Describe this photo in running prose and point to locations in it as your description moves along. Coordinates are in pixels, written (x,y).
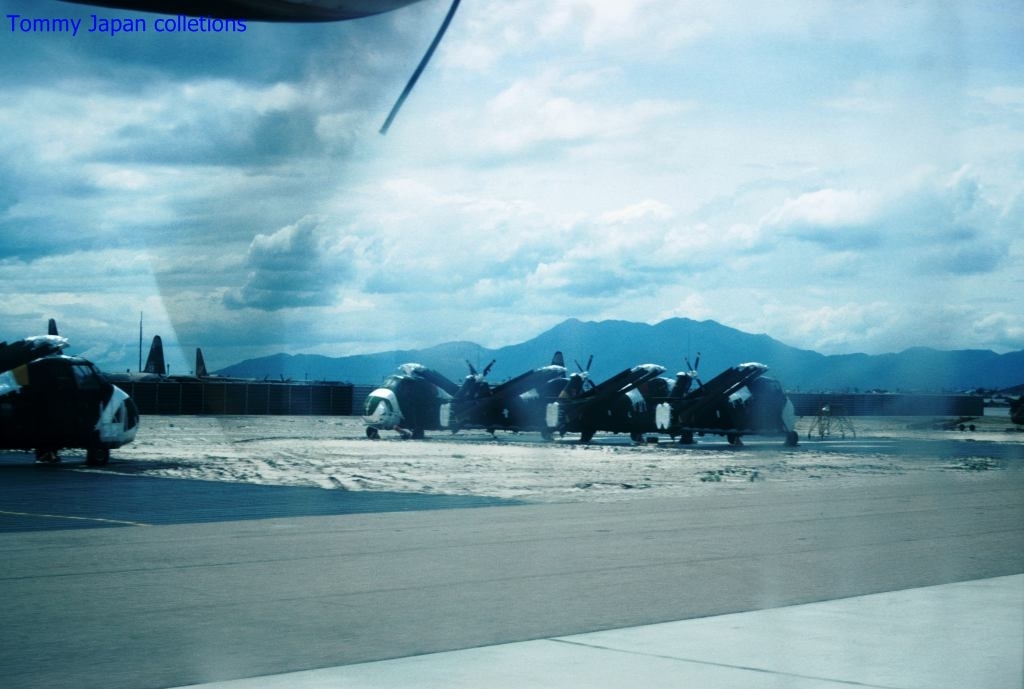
In this picture we can observe some airplanes (499,407) on the runway (774,435). In the background (245,369) we can observe hills (664,349). There is a sky (180,213) with number of clouds (449,232). On the left side (197,23) we can observe blue color words (96,30) in this picture.
